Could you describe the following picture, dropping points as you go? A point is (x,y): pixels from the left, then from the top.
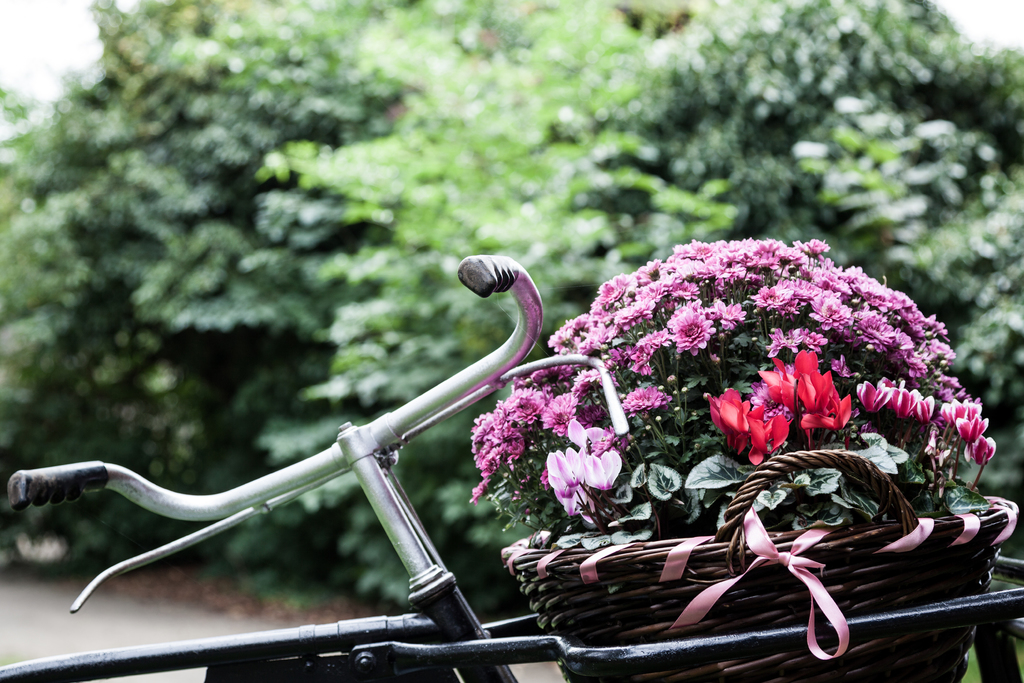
In the picture I can see a cycle (426,598) where a basket (809,608) is kept in front of it. In the basket (830,465), I can see purple and red color flowers (569,476) are kept. The background of the image (218,174) is blurred, where we can see trees (334,152).
